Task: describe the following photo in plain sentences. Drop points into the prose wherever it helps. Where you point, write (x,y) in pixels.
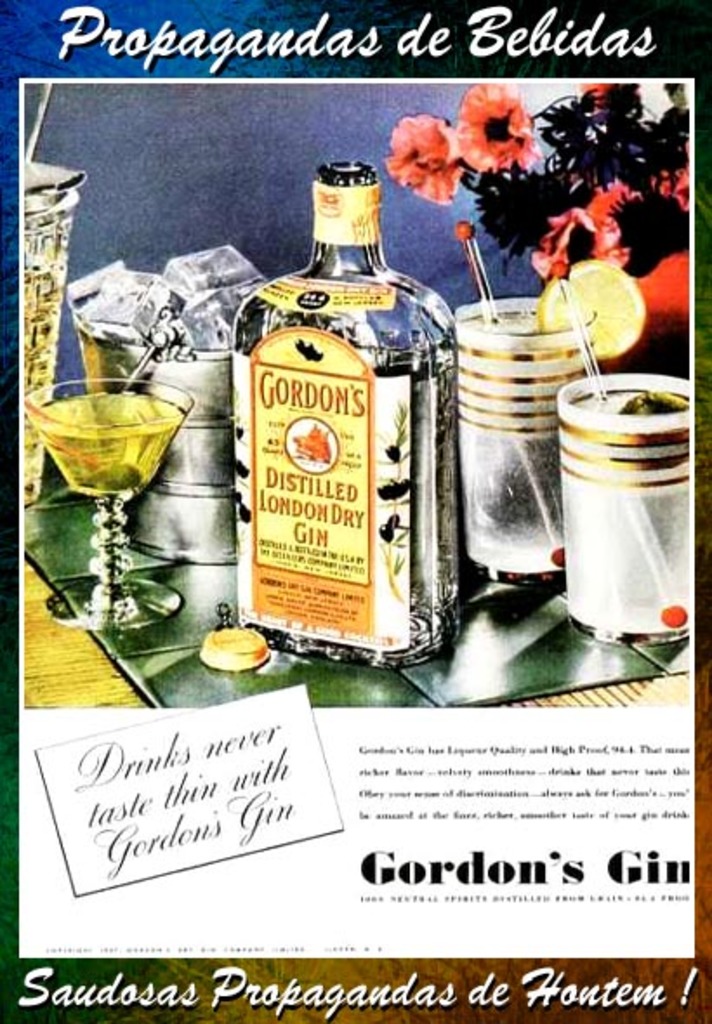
In this image I can see a picture of a bottle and few glasses (575,336). I can also see a flower (499,132).
